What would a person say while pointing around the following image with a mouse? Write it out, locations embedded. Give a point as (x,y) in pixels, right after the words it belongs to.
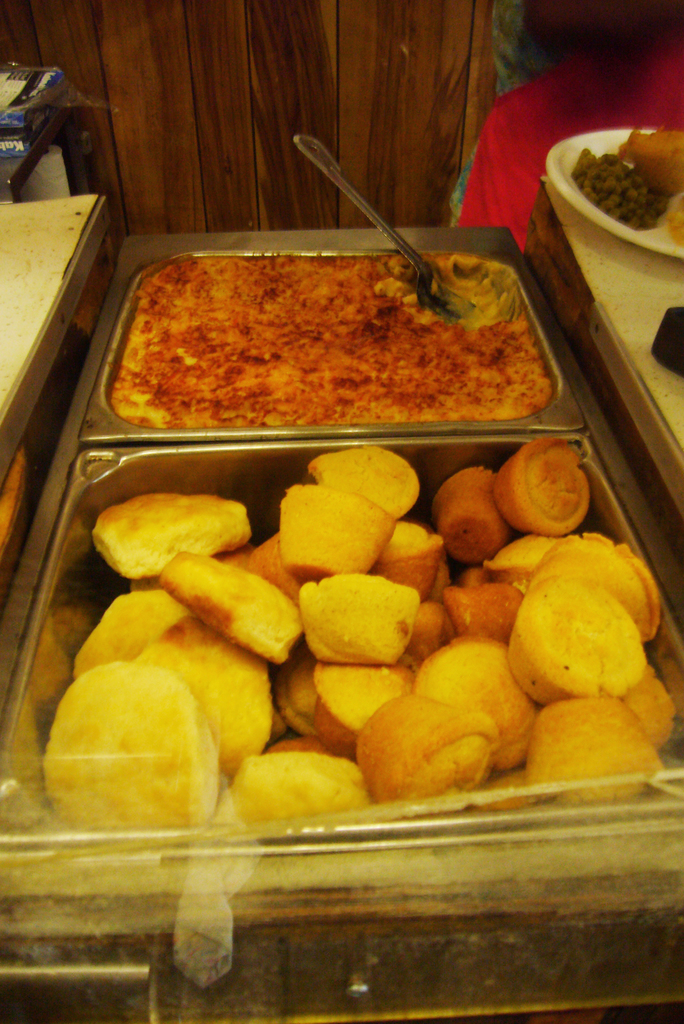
In this picture I can see food items (334,763) in the trays (357,372) and on the plate (583,140). I can see tables (658,368), and in the background (62,183) there are some objects (672,371).
